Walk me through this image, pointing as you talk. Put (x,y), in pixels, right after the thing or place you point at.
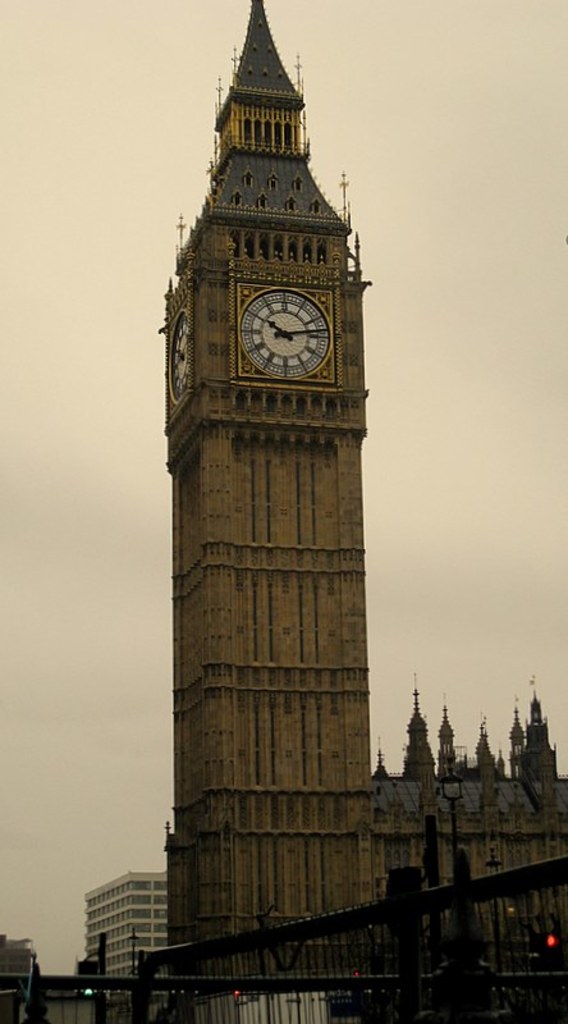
In this image I see a tower (349,376) on which there are 2 clocks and I see number of buildings (545,731) and I see the fencing (24,1022) over here. In the background (75,932) I see the sky (45,73).
